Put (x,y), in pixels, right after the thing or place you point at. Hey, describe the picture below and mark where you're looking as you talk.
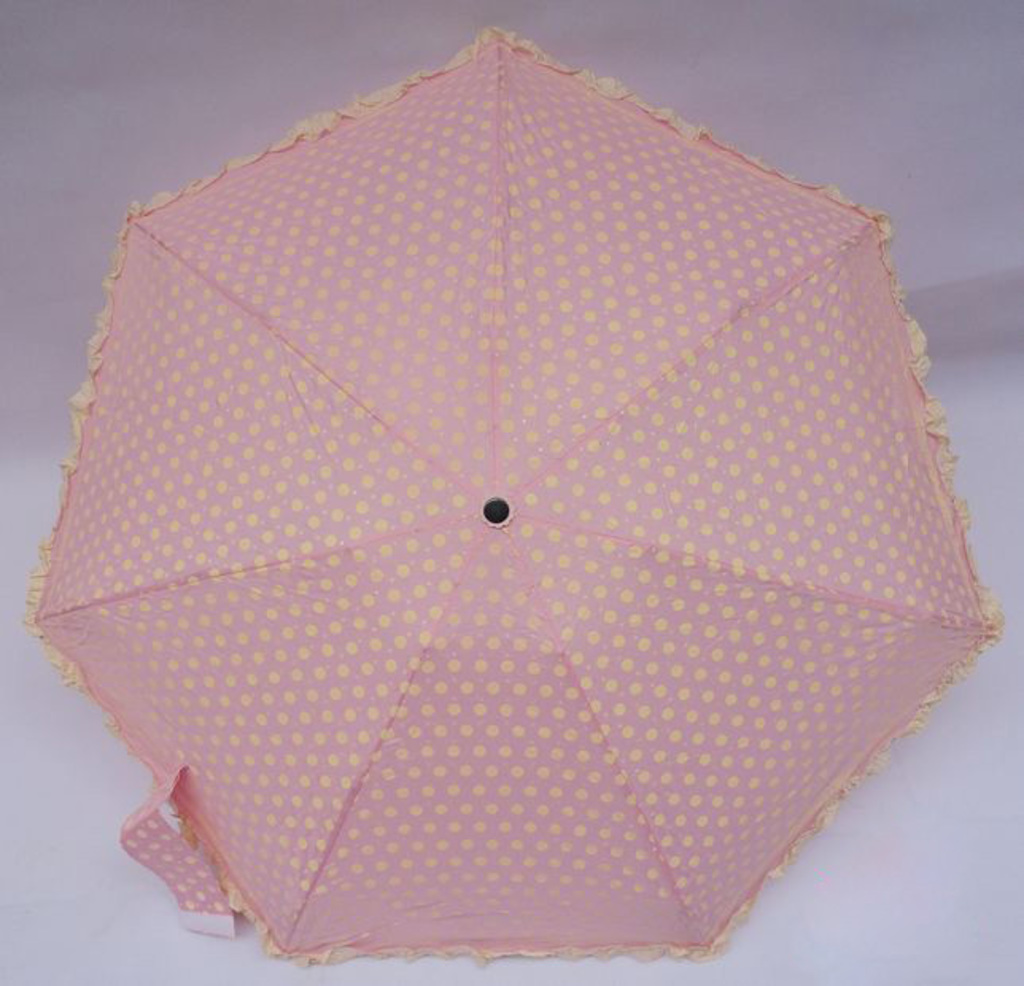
In this image I can see an umbrella (418,599) in pink color and I can see the white color background (1005,816).
